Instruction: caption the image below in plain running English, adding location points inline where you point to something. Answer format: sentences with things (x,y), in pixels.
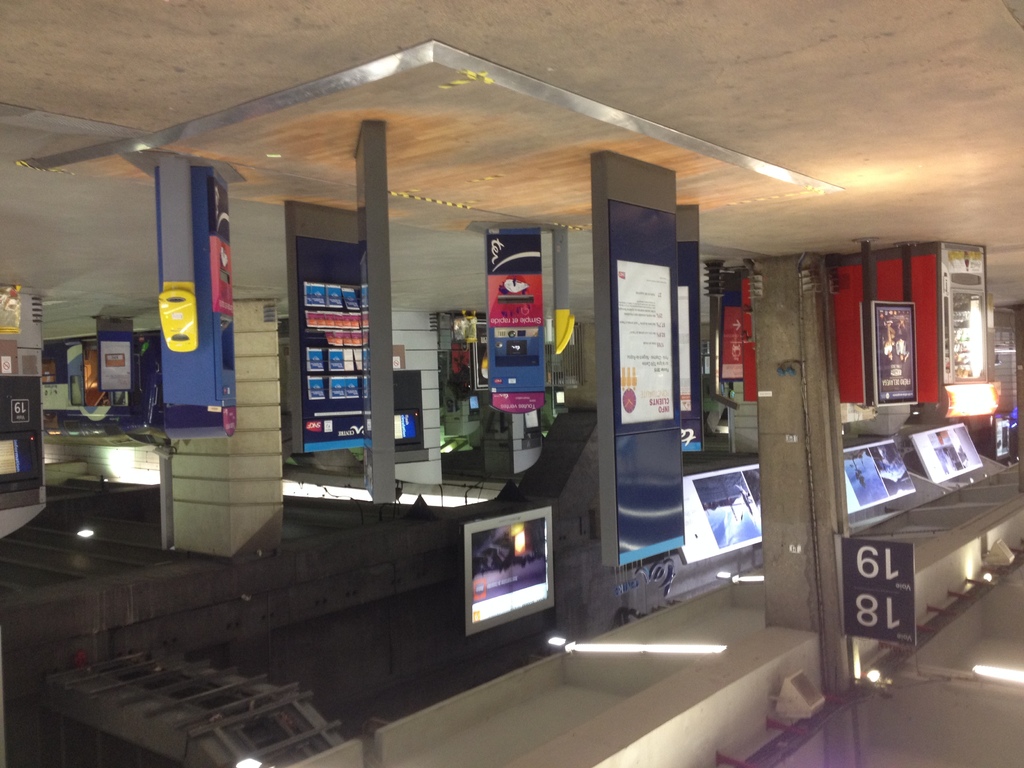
In the center of the picture (544,284) there are boards (620,549), televisions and lights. At the top (267,128) it is floor (523,133). At the bottom (531,651) it is ceiling (773,637) and there are lights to the ceiling (788,651).
